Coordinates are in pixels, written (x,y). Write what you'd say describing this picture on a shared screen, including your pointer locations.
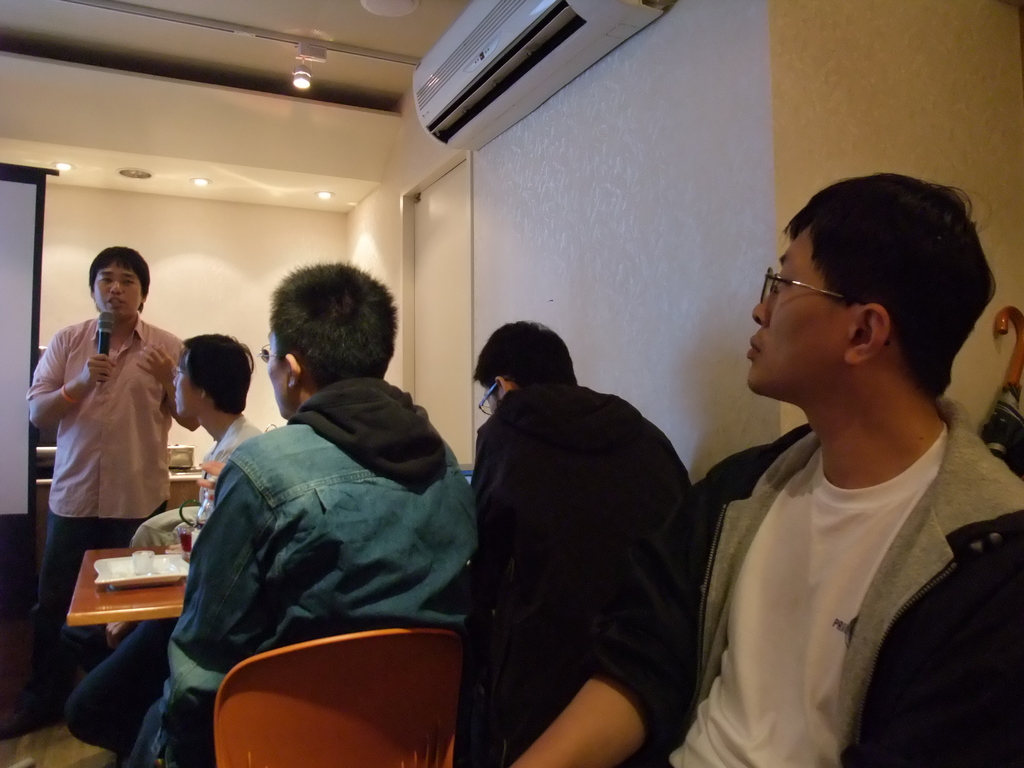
This is a picture taken in a room (414,566), there are four people (367,562) sitting on chairs (295,757) in front of these people (257,590) there is a wooden table (128,611) on the table (131,610) there are tray (115,574), cup (142,563) and bottle (204,509). A man (123,429) in pink shirt (121,409) was standing on the floor (29,737) and the man (102,434) is holding a microphone (104,332) and explaining something. Behind the people (251,524) there is a projector screen (0,259), wall (286,259) on the wall (481,252) there is AC (473,80) and there are ceiling lights (60,167) on the top (305,88).
